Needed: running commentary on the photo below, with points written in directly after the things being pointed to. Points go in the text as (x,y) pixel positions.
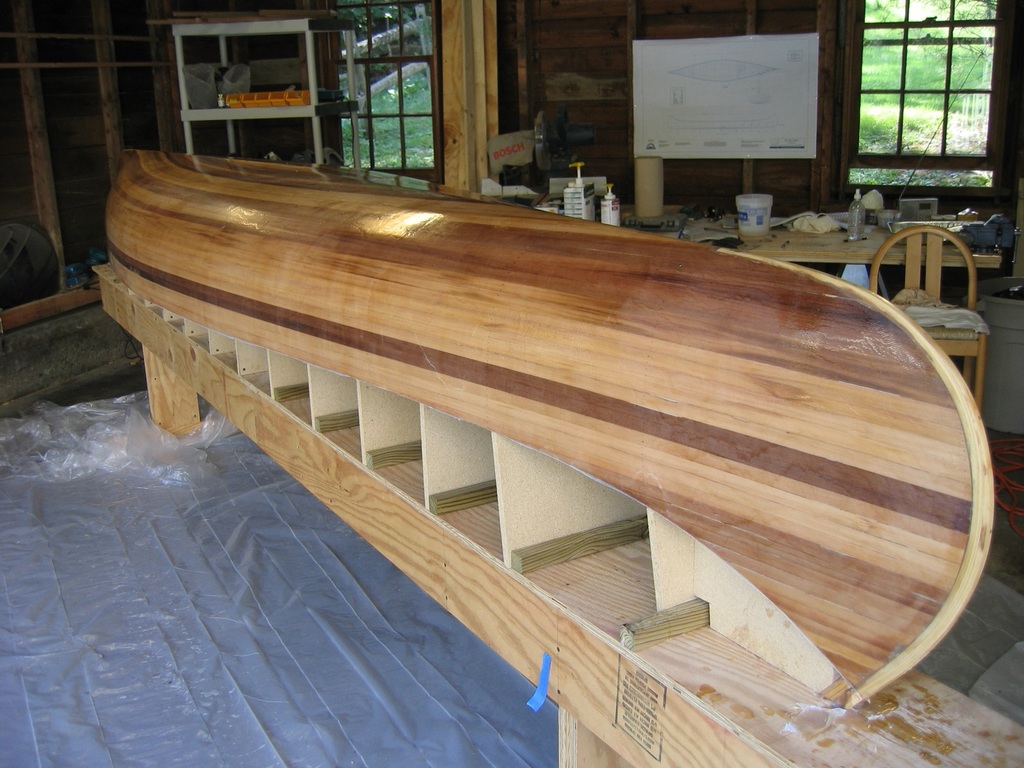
In this image there is a table (804,253) on which there are bottles (861,219), papers (843,217) on it. Beside the table (871,235) there are chairs (937,278). In the background (386,56) there are windows (927,87). On the left side (249,243) there is a boat like structure (488,314) made of wood (394,359). Behind it there are racks (289,29).
